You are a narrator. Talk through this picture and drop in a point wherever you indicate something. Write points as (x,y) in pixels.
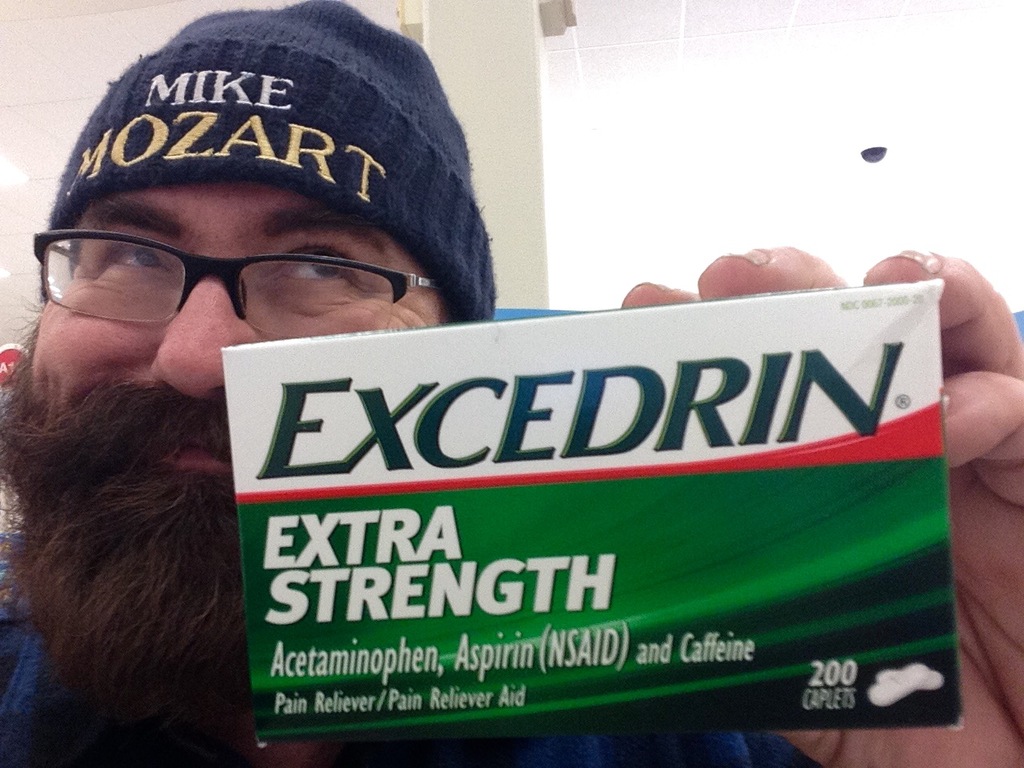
In this image I can see a person (201,409) holding something with some text (408,555) written on it.
